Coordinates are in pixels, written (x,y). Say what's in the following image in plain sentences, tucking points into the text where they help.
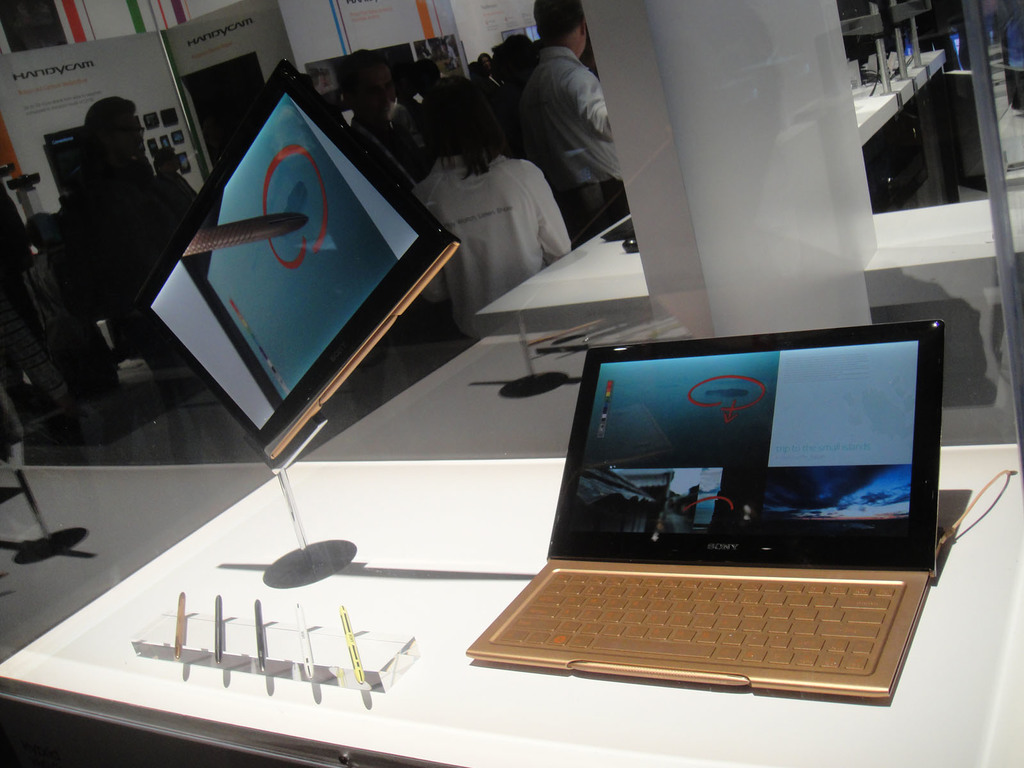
There is a laptop (568,605), a tablet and some pens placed on the table (798,734). In the background (125,195) there are some people (383,115) standing behind them there is a board (20,69).
